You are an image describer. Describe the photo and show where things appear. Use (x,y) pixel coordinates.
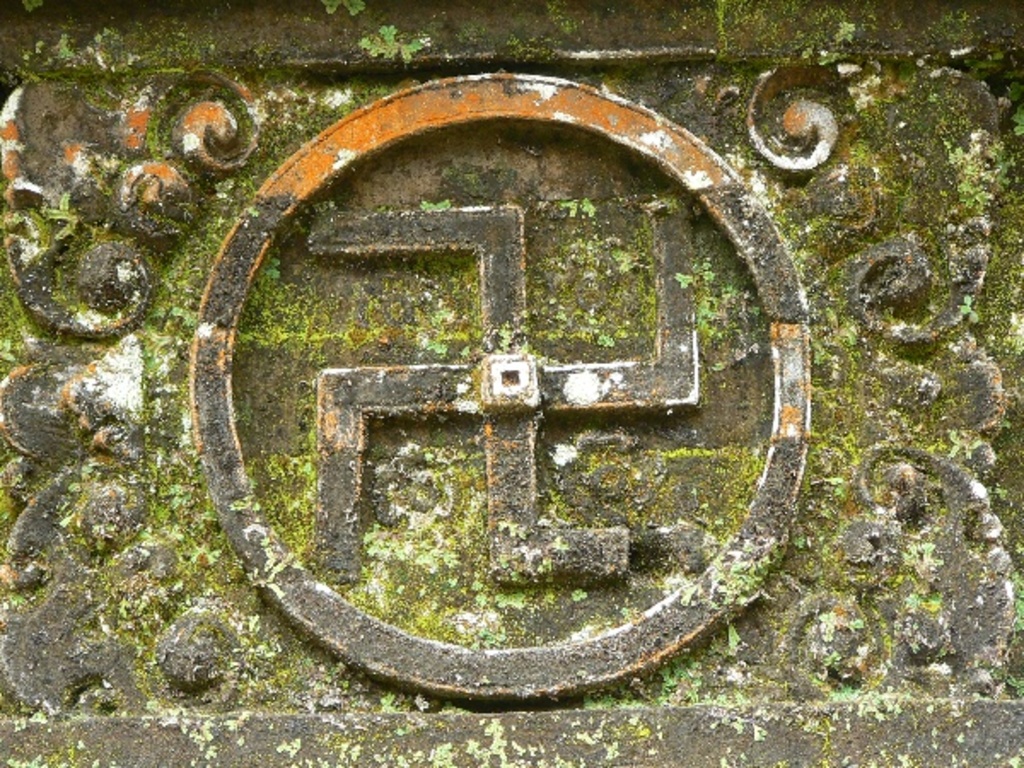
In this picture we can see designs (118,650), symbol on a stone plate (493,601).
